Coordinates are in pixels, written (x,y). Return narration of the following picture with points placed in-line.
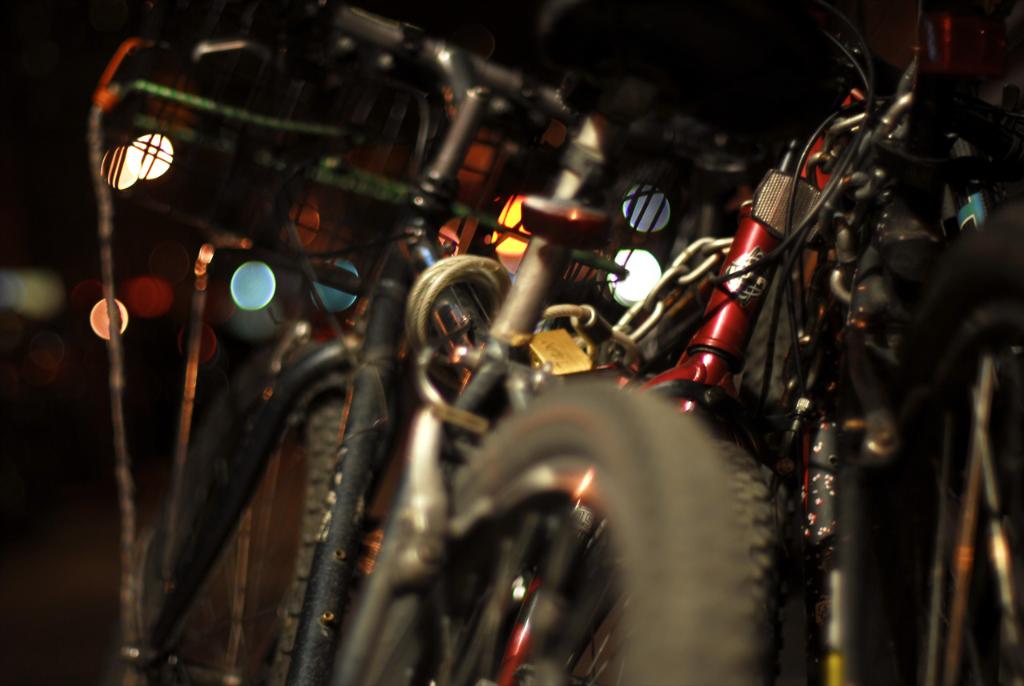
The picture consists of bicycles (808,219). The background (27,324) is blurred.
